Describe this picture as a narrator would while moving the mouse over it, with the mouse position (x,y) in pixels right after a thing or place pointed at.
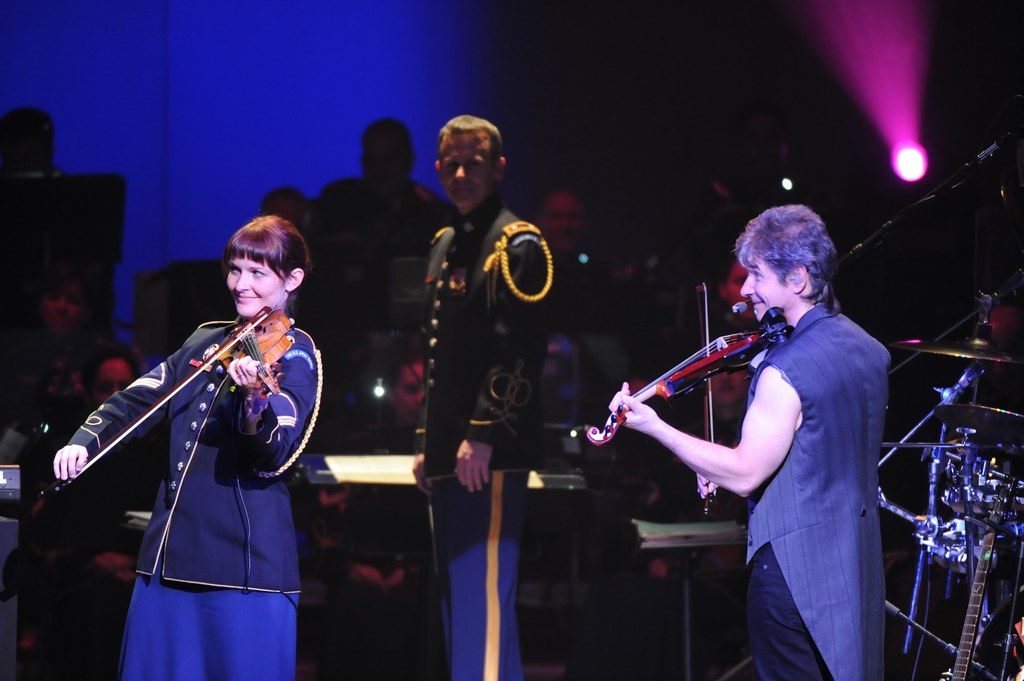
In this image there are few people (799,245) playing the musical instrument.
